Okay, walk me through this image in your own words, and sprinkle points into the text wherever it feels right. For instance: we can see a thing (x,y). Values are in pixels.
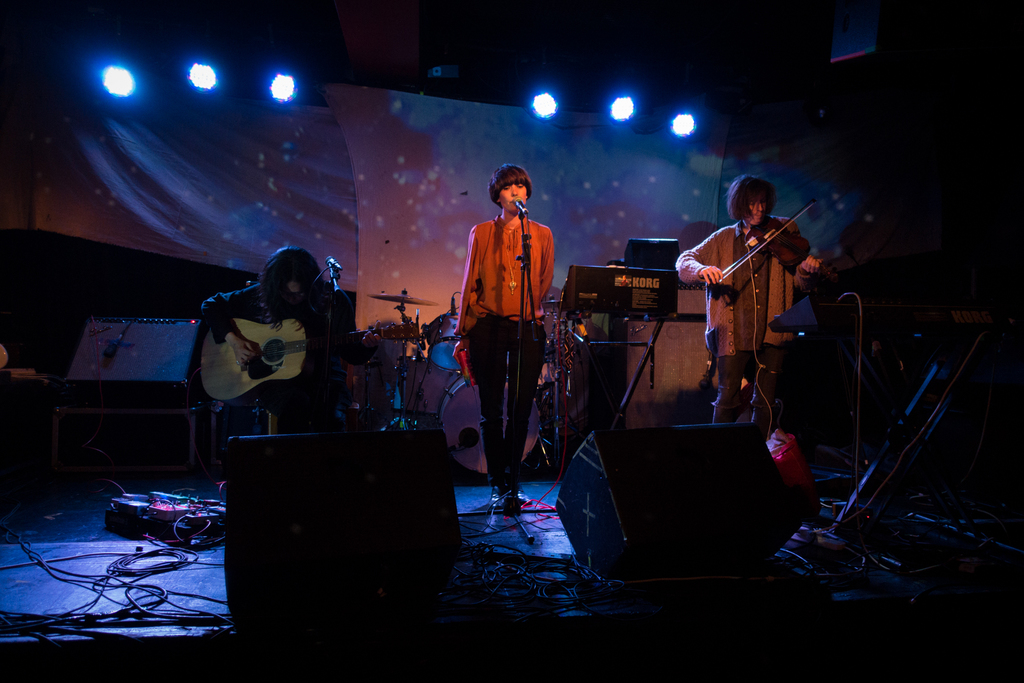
In this image we can see lady (475,262) standing and holding something in the hand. In front of her there is a mic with mic stand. On the right side (728,293) there is a person (769,260) playing violin (797,240). On the left side (266,327) there is a person (303,291) playing guitar (254,336). In front of him there is a mic (328,261) with mic stand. On the floor (201,609) there are speakers (609,491), wires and many other items (197,528). In the background (439,333) there are drums (438,371). Also there is a cymbal (398,299). At the top (633,108) there are lights (619,104). Also there are few other items (178,345) in the back (668,322).
